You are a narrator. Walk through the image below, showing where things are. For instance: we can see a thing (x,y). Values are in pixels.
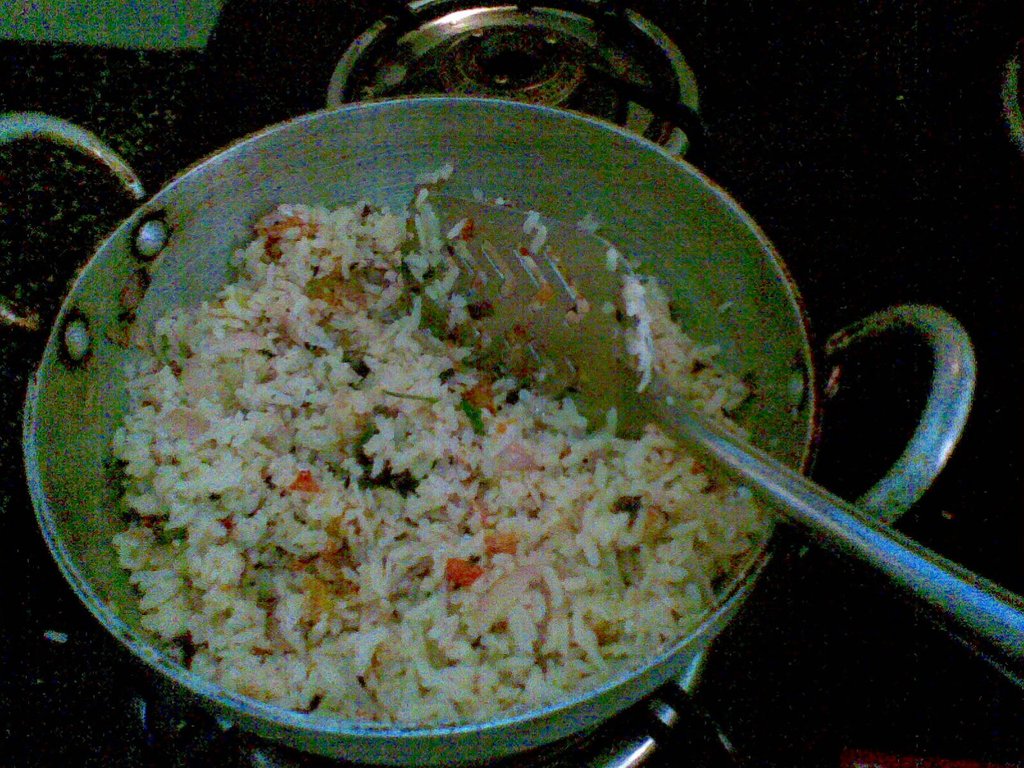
In the foreground of this image (331,457), there is a pan (81,535) with some food (470,502) and a spatula (579,353) on it and this is placed on a stove (769,114).
